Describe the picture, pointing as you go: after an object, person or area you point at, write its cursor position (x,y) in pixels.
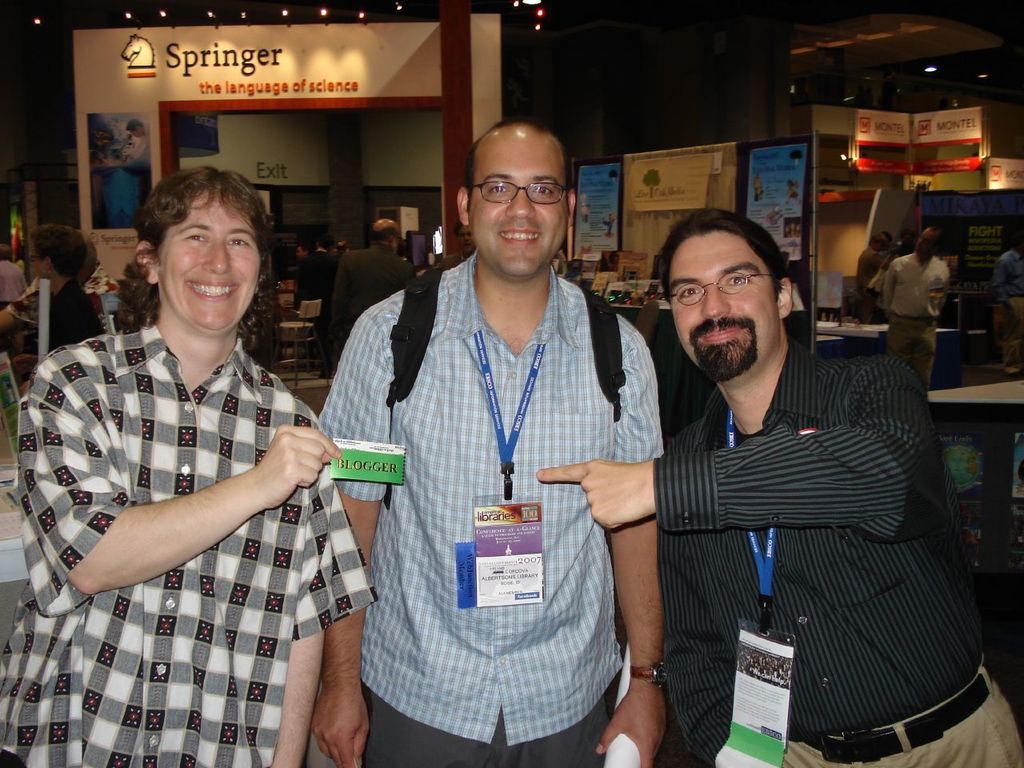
In the foreground (211,298) I can see three persons (884,539) are standing on the floor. In the background (304,264) I can see a crowd (326,300), tables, chairs (313,304), boards (915,166), lights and shops (929,180). This image is taken during night.
